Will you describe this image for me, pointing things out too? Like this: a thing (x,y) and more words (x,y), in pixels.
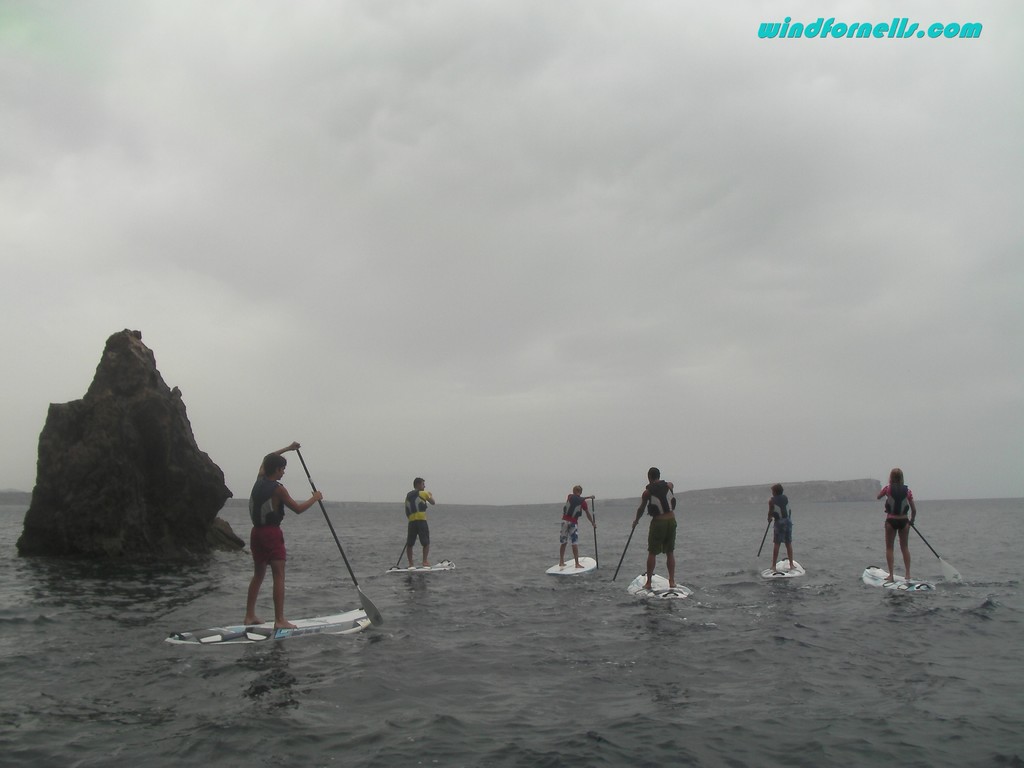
In this picture, we can see a few people (256,531) holding some objects (953,577) on paddle boards (904,581) in water (460,559), and we can see water (104,566), rock (76,485), and we can see the sky (635,243) with clouds (715,282), we can see some text (906,24) in the top right corner (845,22).
